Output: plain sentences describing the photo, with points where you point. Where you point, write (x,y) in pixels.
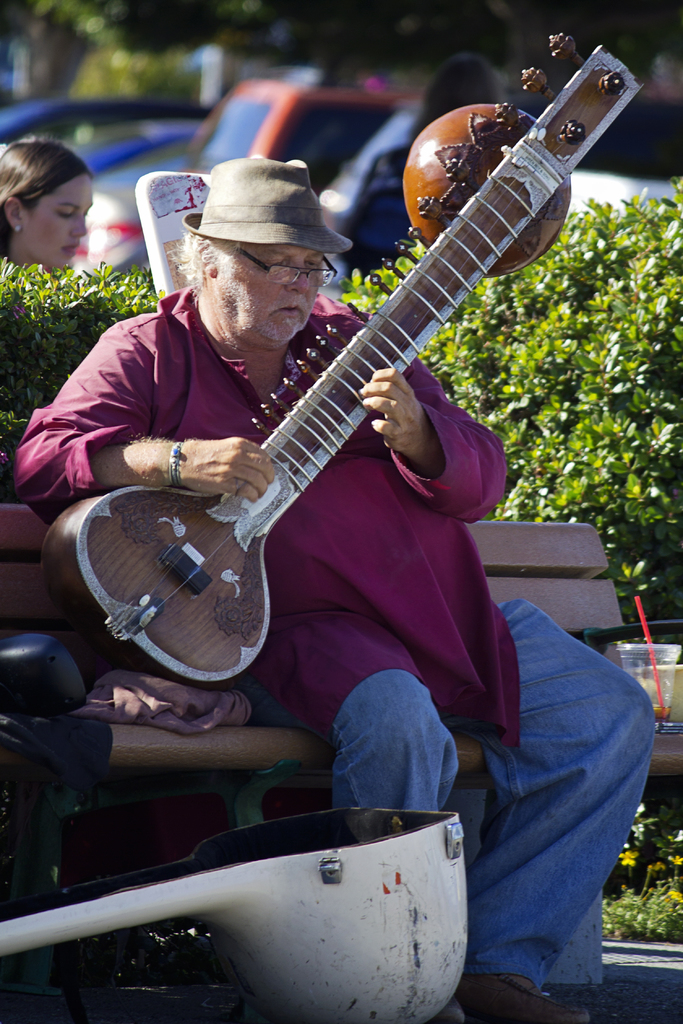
Here we can see a man (417,583) sitting on a bench (519,524) by holding a musical instrument (351,379) in his hands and there is a cloth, cup (637,655) and straw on the bench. In the background (323,94) there are two woman (31,156), plants (628,268), trees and vehicles (101,242). On the left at the bottom (299,934) there is an object (233,941) on the ground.
